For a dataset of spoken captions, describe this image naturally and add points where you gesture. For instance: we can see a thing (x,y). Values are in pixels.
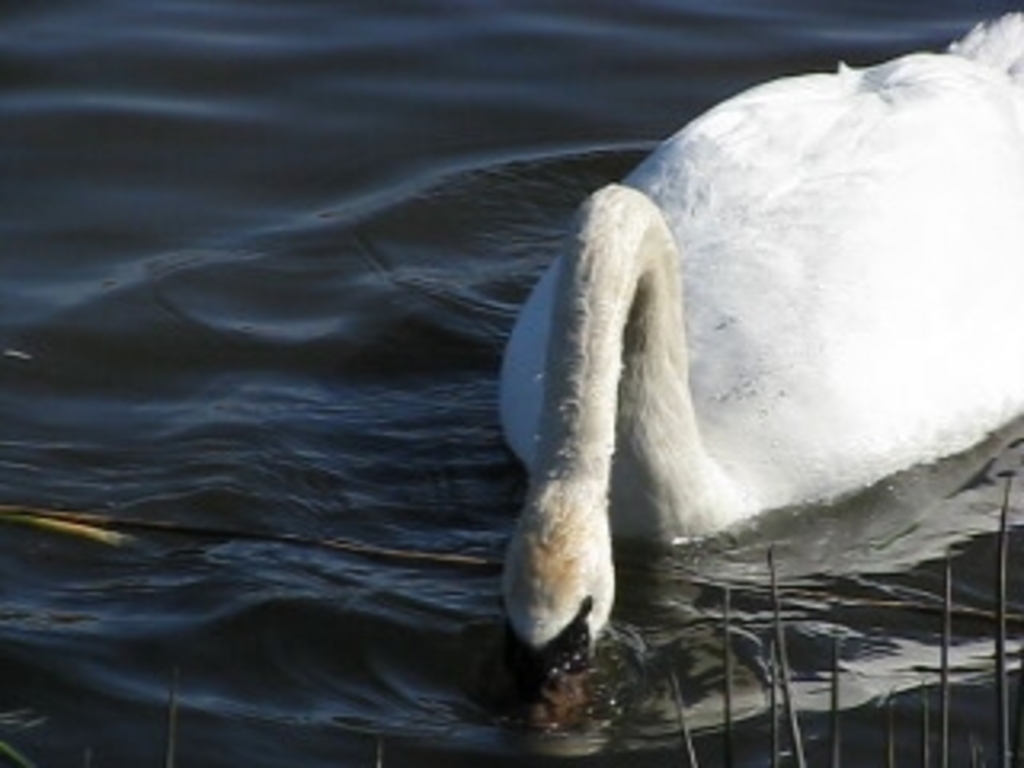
In this picture we can see a bird (623,256) on the water (176,348) and some objects (997,646).
